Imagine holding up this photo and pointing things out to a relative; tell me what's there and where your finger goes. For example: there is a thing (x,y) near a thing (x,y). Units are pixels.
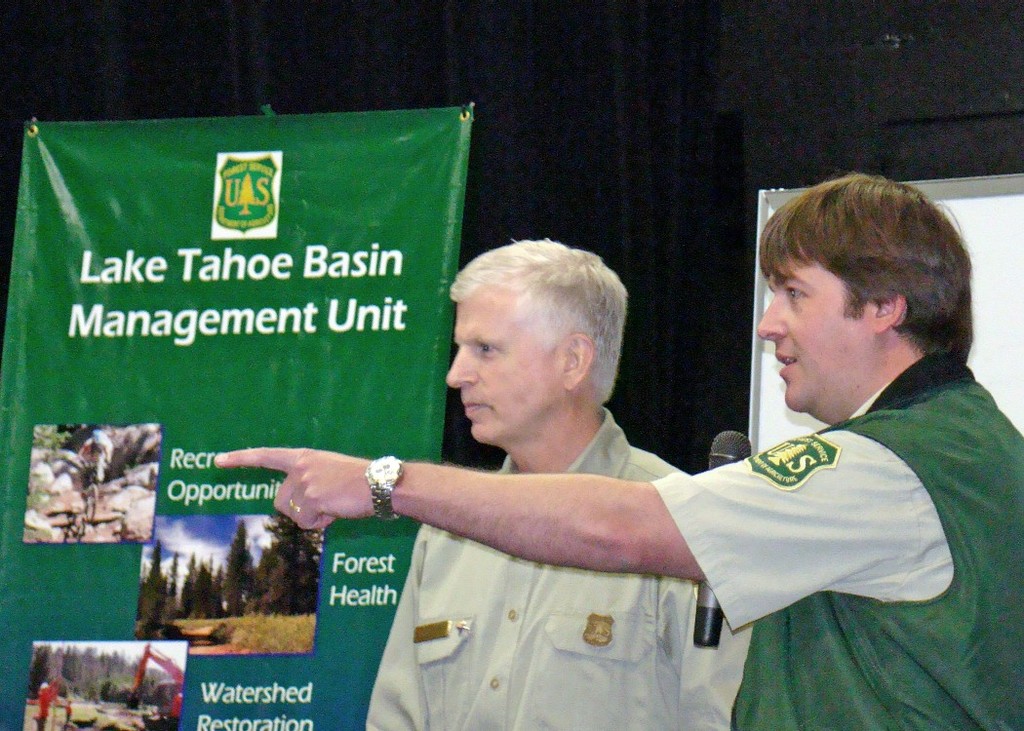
As we can see in the image there are two people (650,562) standing in the front (773,615) and there are banners (303,591). The man (887,267) standing on the right side (859,593) is holding a mic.
